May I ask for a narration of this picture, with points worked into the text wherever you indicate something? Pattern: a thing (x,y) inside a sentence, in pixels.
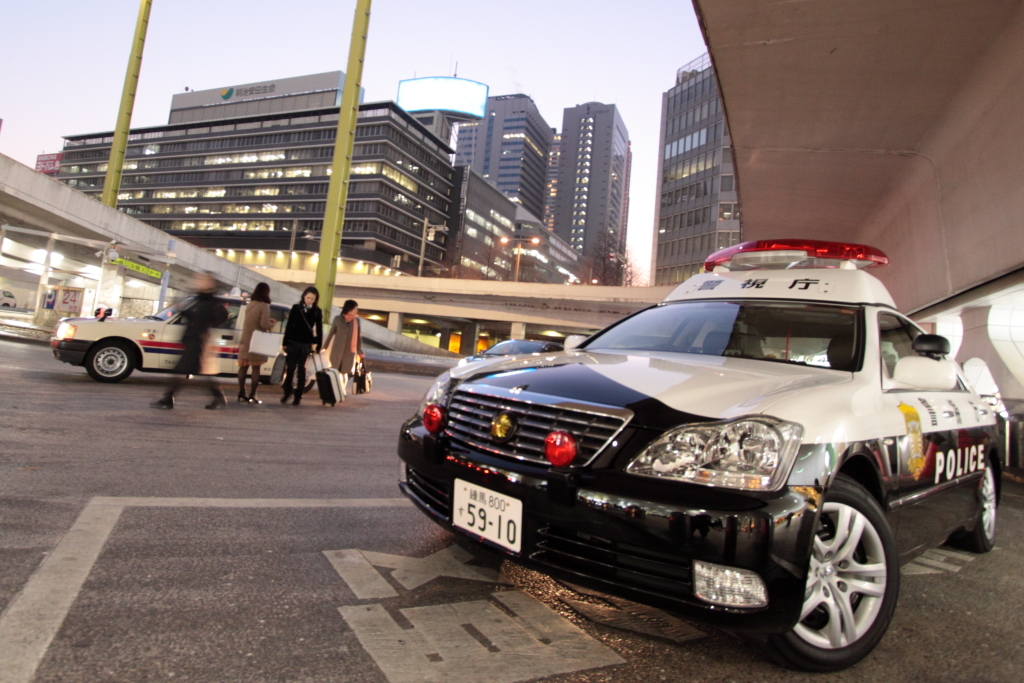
In this image I can see a car (588,435) which is white, black and red in color is on the road (411,588). I can see few persons (242,375) standing on the road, a car (217,346) which is white in color on the road (167,377), few bridges (882,122), few lights (261,253) and few buildings (408,180). In the background (559,15) I can see the sky (480,71).
